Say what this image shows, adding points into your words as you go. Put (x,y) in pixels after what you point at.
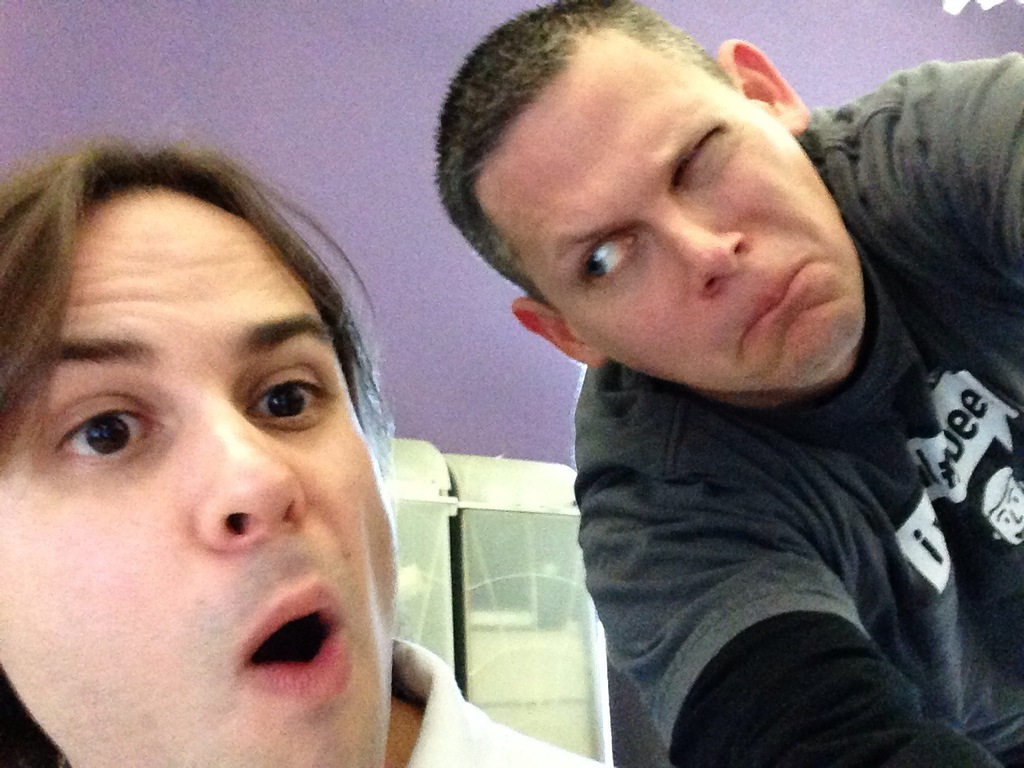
In this image in the front (812,405) there are persons (645,558) having some expression on their faces (304,622). In the background (501,545) there are objects (473,542) which are white in colour and there is a wall (433,385) in the background (379,201) which is purple in colour.
